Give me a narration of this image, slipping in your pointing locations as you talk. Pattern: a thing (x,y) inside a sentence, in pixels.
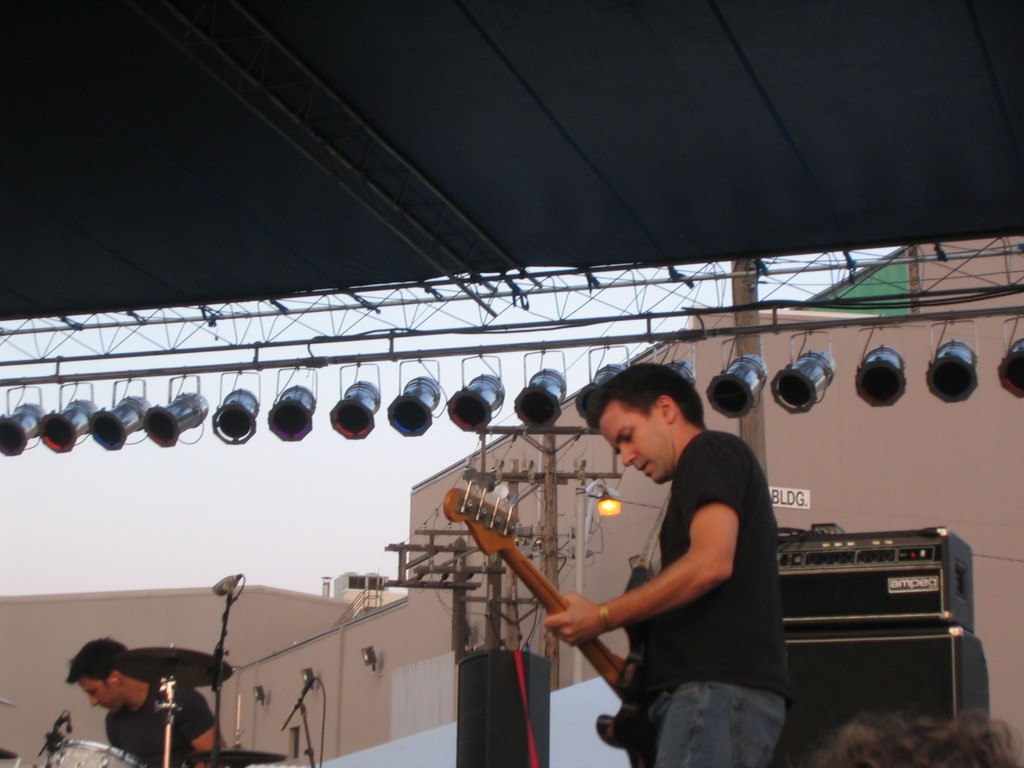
A person (691,542) in black dress (656,627) is holding a guitar (599,667) and playing. Another person (137,689) is sitting and playing drums (170,742). On the ceiling (309,236) there is black and series of lights (1000,379). In the background (246,688) there is a building (903,505) and there is a transformer (457,577). And there are speakers (831,612) behind him.
